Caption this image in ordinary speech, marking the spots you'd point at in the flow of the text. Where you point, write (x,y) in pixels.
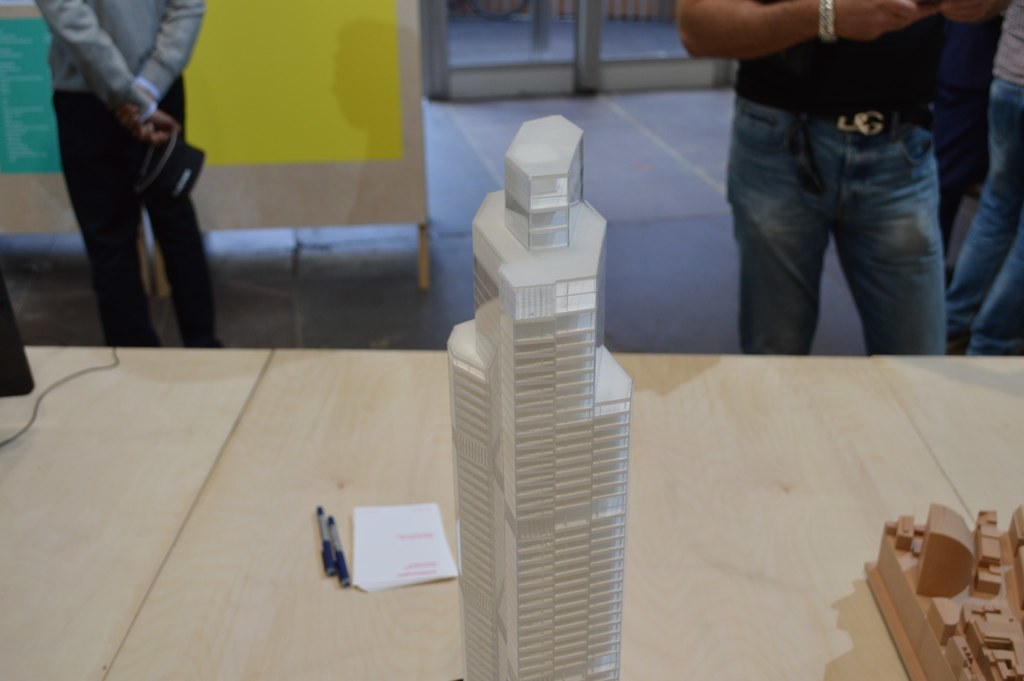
In the middle (505,328) it is a glass building (582,349), on the right side (934,162) a man (912,196) is standing, this person (835,119) wore blue color trouser (783,164). There are pens (345,561) and a paper (406,543) on this table (196,668).
